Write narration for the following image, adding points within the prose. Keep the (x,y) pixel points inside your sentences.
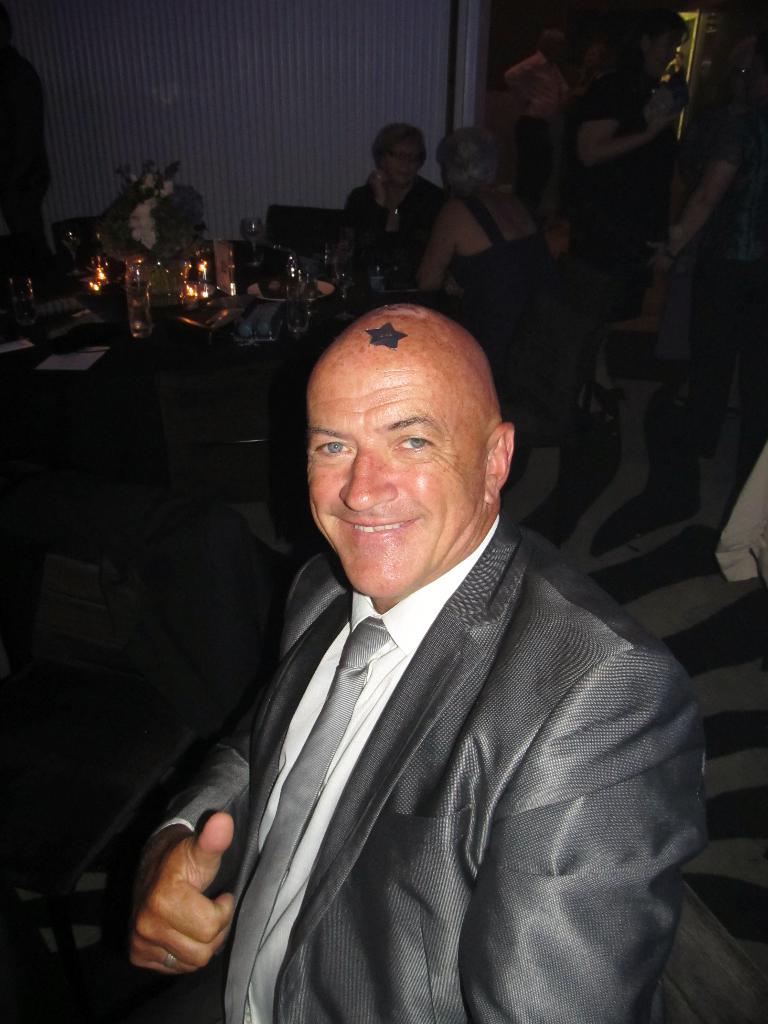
In this picture there is a man (457,821) sitting and smiling. At the back (88,333) there are two people (465,222) sitting on the chairs (548,330) and there is a table (237,344). There are glasses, plates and papers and there is a flower vase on the table (94,322) and there might be a door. At the bottom (699,700) there is a floor (737,813).
